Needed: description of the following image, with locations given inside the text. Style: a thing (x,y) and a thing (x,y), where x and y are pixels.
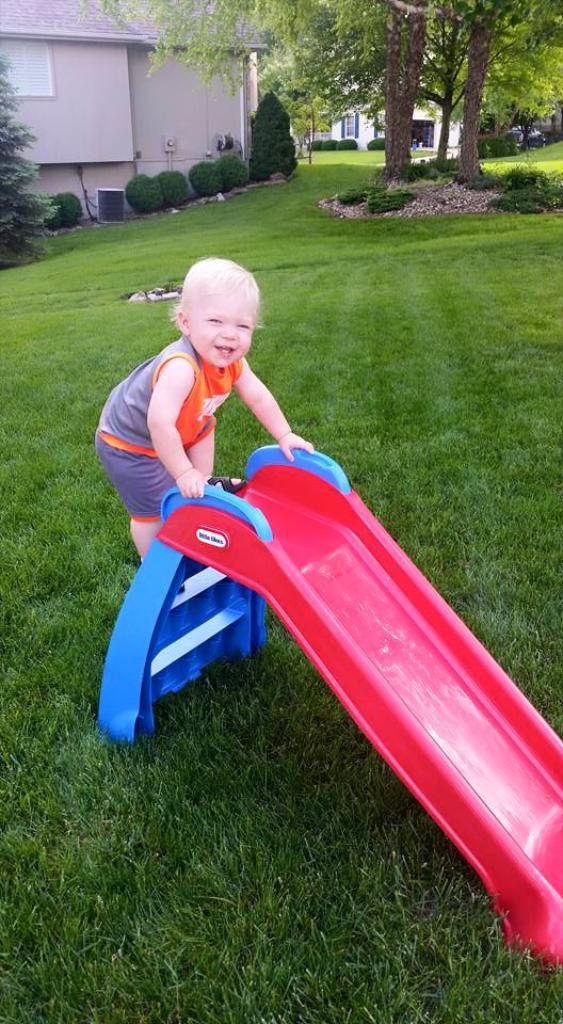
In the foreground of this image (289,617), there is a kid (285,449) climbing on the slide (350,503) which is on the grass (346,894). In the background (160,72), there are buildings (86,105), trees (478,3), shrubs (409,174) and the grass (402,252).
